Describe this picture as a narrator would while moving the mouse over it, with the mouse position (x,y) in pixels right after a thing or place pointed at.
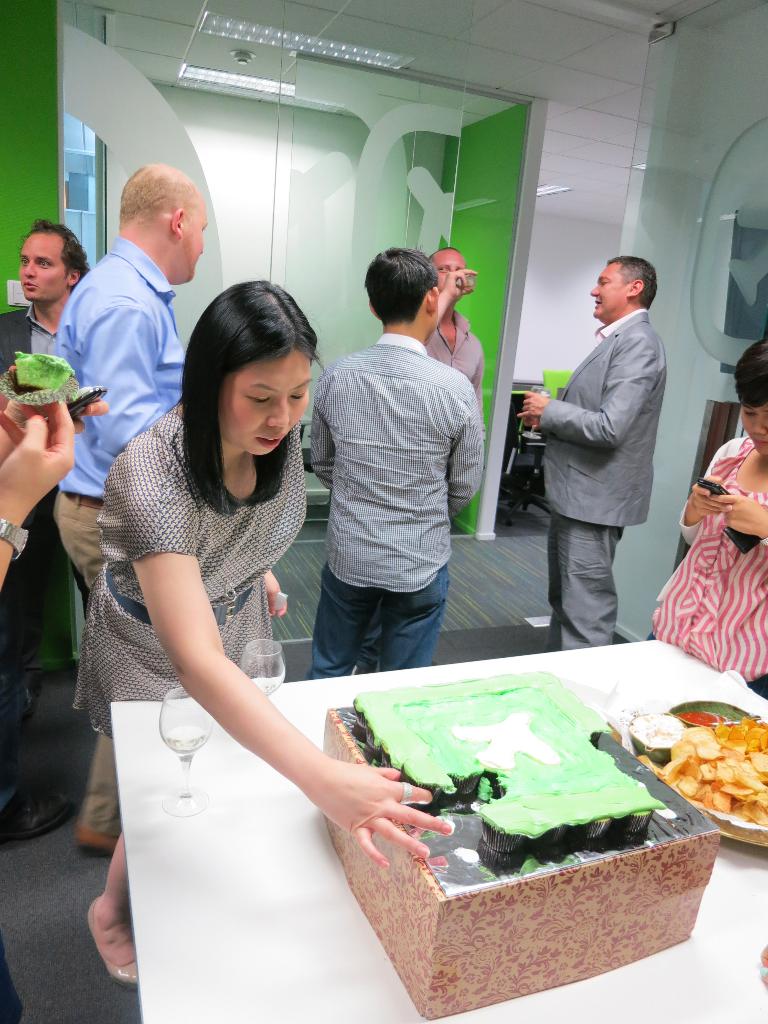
In this picture I can see a table (228,836) in front (550,749) on which there are food items (480,730) and I can see 2 glasses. In the middle of this picture (377,452) I can see few people (104,579) who are holding things (723,492) in their hands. In the background (676,117) I can see the glasses (691,349) and I can see the lights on the ceiling (503,73).
